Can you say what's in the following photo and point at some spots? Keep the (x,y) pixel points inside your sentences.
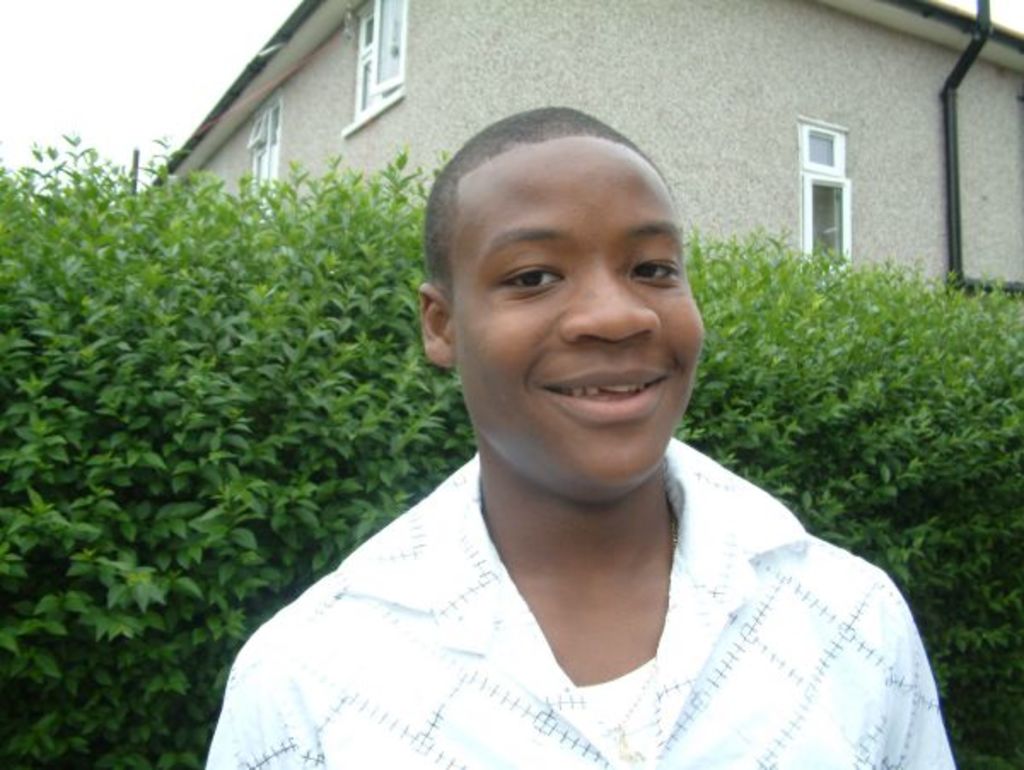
In this image I can see a person (474,482) wearing white color shirt (437,581). Background (286,382) I can see few trees (300,374) in green color, building (495,86) in gray color and sky (177,57) in white color.
